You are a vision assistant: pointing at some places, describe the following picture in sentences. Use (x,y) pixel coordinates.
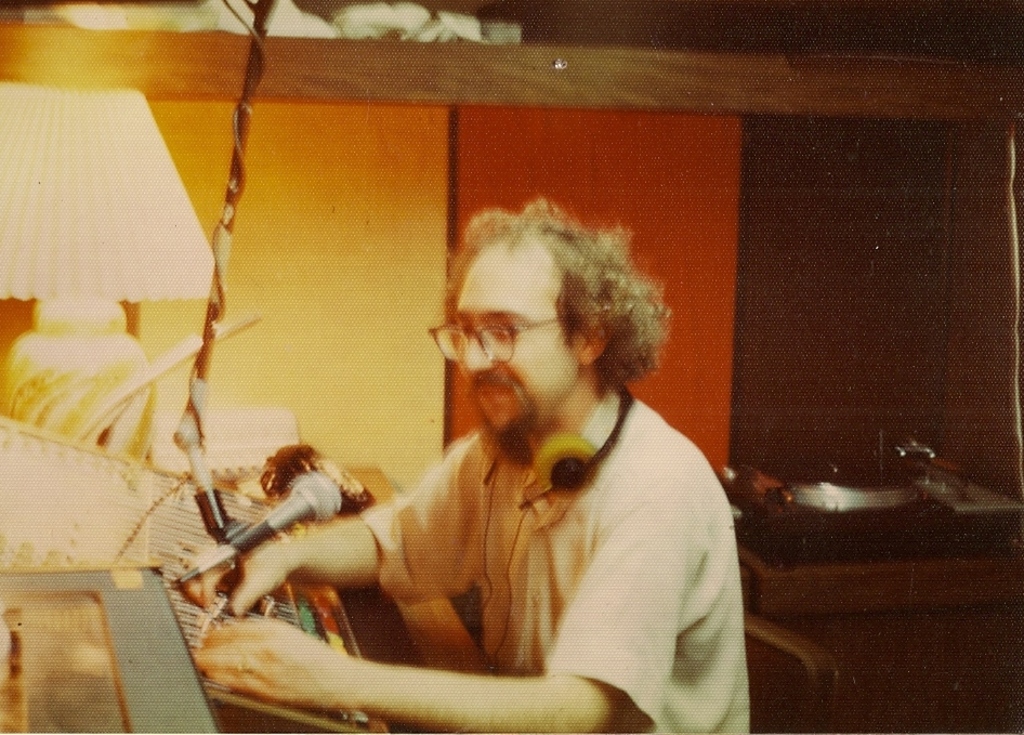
The image is blurred. In the foreground of the picture (489,538) we can see some musical instruments (195,535), mic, cable (236,133) and a person (533,592). On the right (883,350) it is dark. On the left (49,280) there is a lamp (102,155). At the top (430,44) there is a wooden object (40,52).
